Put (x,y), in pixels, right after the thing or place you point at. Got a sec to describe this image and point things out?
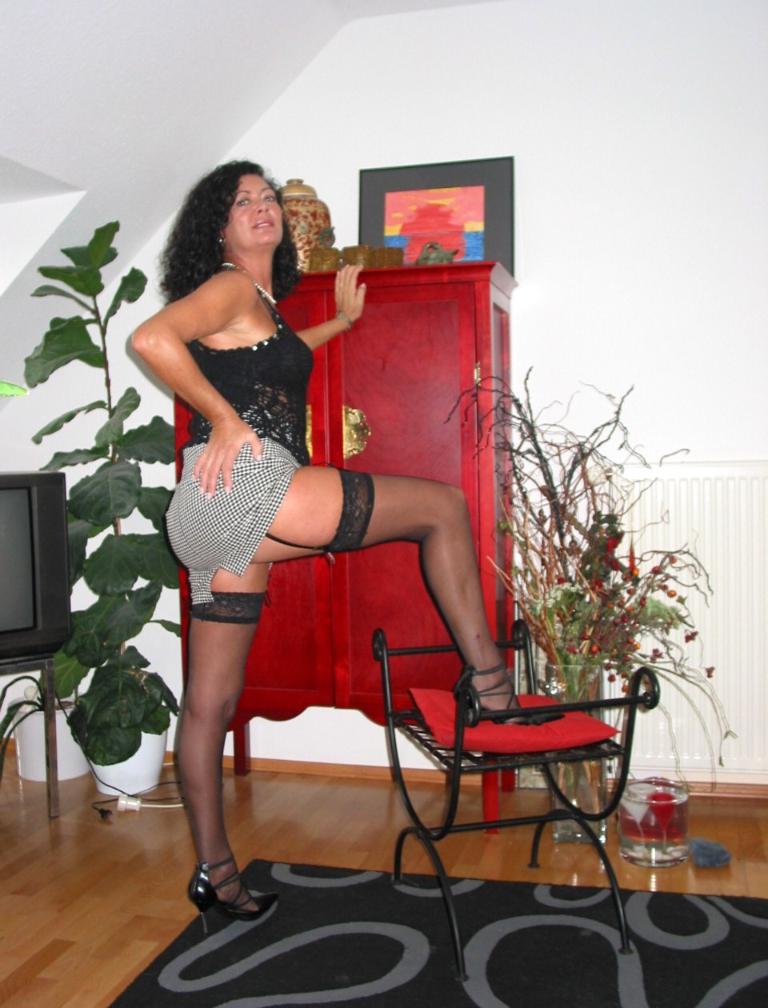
In this picture we can see a woman (222,626) kept her leg (380,476) on a red object (585,739). This red object (528,733) is visible on a stool (435,743). We can see a carpet (290,881) on the floor (563,860). There are a few glass objects (567,686), houseplants (536,630) and a television (39,628) on the left side (11,641). We can see a frame (364,191) and some things (437,255) on a cupboard (353,357). A wall (331,72) is visible in the background (563,409).
